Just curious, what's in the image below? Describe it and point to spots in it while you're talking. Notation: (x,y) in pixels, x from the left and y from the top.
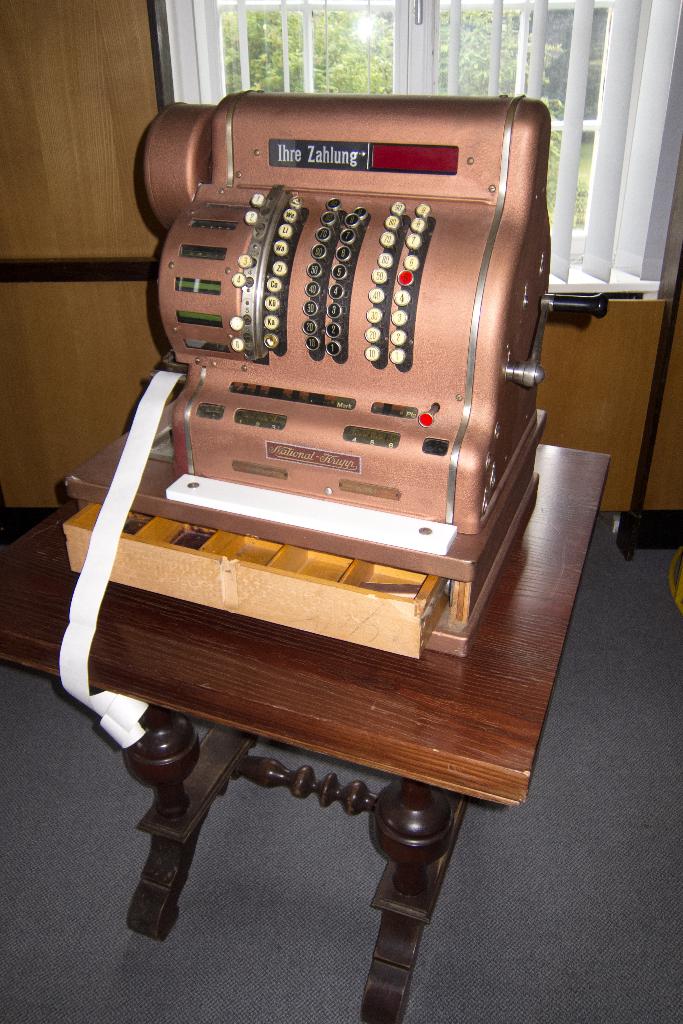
In this image we can see a machine (367,204) on the table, also we can see the wall (47,427) and a window (563,68), through the window (581,59) we can see some trees (552,64).
